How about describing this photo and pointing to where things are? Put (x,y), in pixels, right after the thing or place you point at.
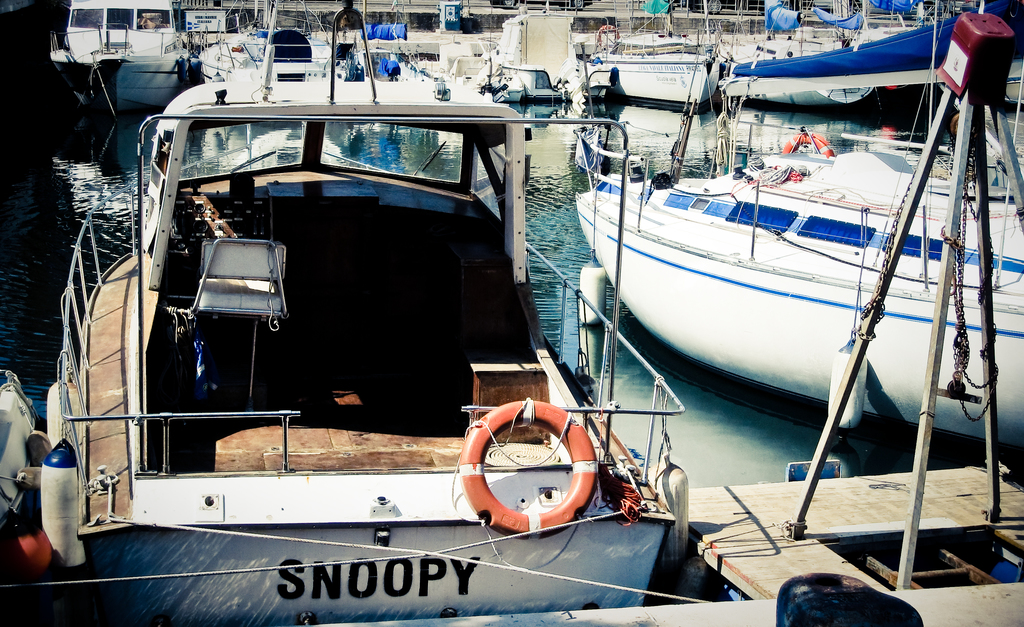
In the image we can see water (12,137). Above the water (54,113) there are some boats (349,108).
